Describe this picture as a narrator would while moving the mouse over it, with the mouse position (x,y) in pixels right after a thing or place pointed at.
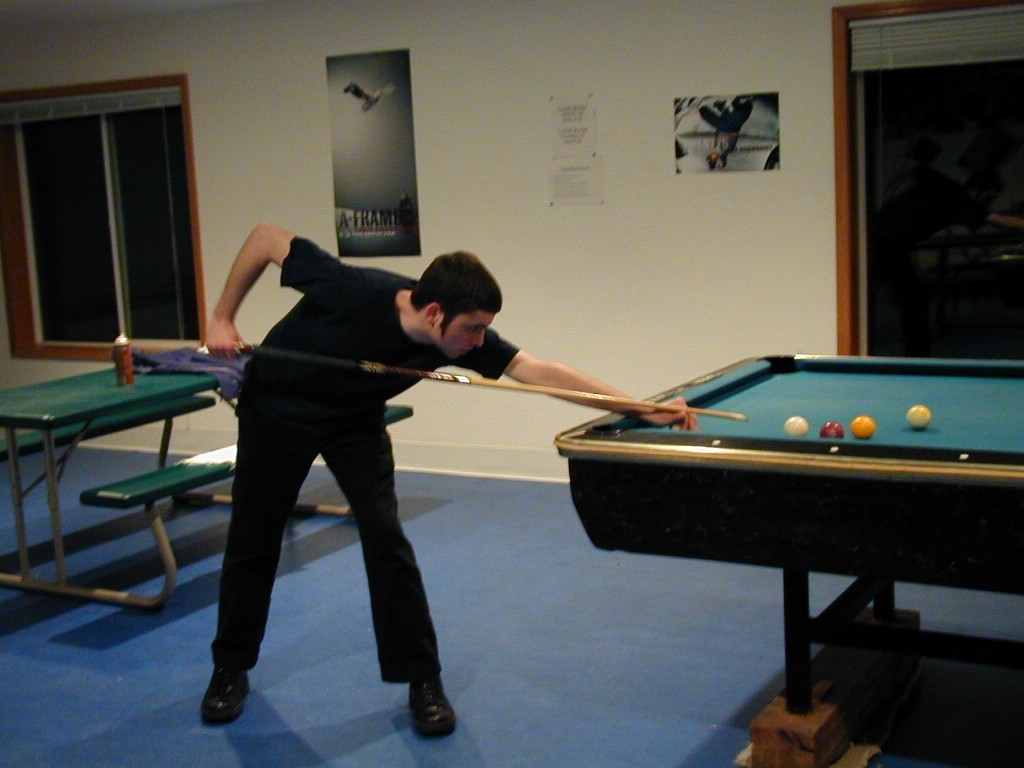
Man (352,311) in black t-shirt (343,376) and black pant (326,457) is playing Snooker Pool game. Behind him, we see a green table (87,399) and green bench (93,498). Beside that, we see windows (168,185) and a wall (302,147) on which posters (598,127) are sticked and beside that, we see a glass door (971,184).
